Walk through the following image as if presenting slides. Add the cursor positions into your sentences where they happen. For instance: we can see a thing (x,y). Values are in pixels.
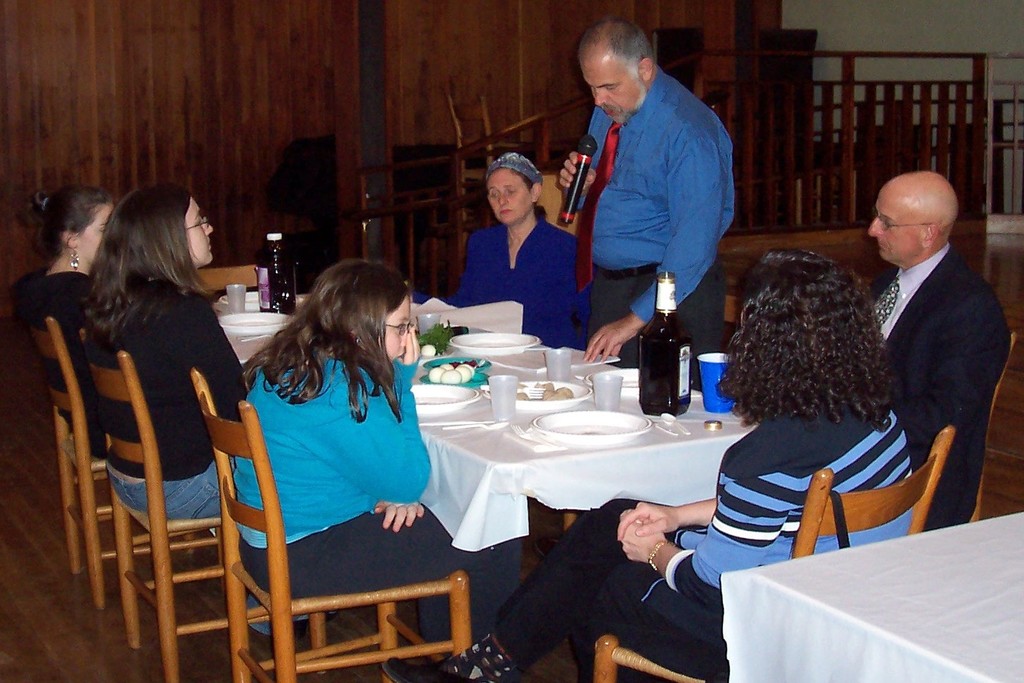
It is a closed room (468,199). There are people (263,399) sitting on the chairs (894,487) in front of the big table (552,465) and the table (550,441) is covered with a cloth (539,453) and there are plates (578,430), glasses (510,406) and bottles (650,374) on it. One person (667,197) is standing in the middle of the picture (640,300) is wearing a blue shirt (619,251) and red tie (586,271) and holding a microphone (576,203), behind them there is a wooden wall (465,72) and some chairs (482,180). In the middle of the picture (506,274) there is a woman (524,289) wearing blue dress (526,263) and cap (526,170).
